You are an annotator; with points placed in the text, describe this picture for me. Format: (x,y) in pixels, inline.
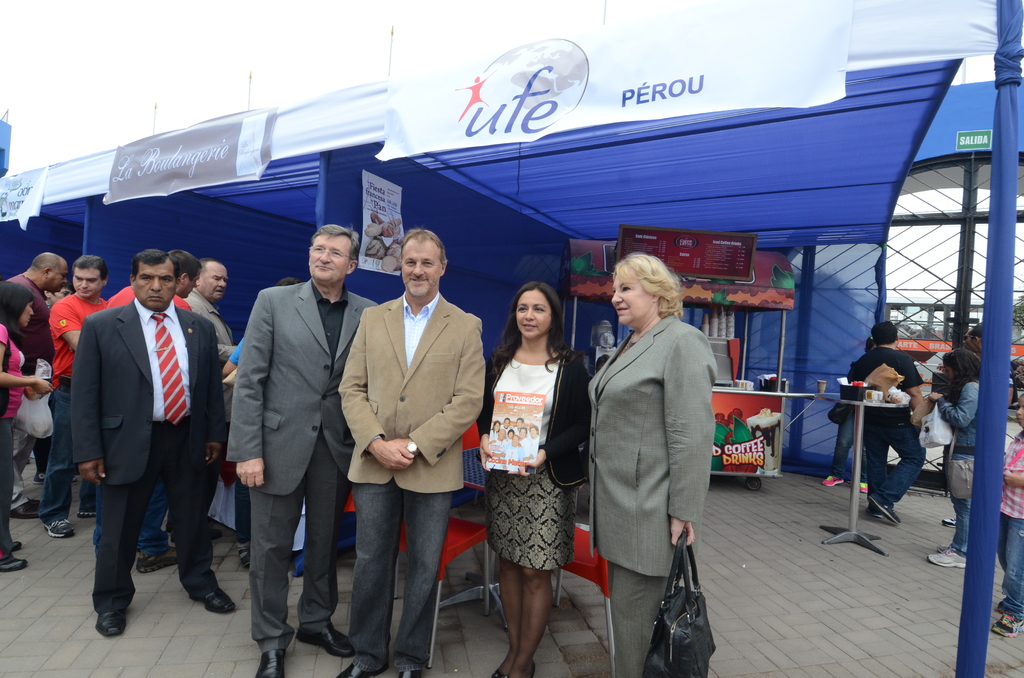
In this image I can see few persons (432,458) are standing on the ground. I can see the blue and white colored tent (427,193), a store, few other persons (843,437) and the sky (245,91) in the background (136,96).
